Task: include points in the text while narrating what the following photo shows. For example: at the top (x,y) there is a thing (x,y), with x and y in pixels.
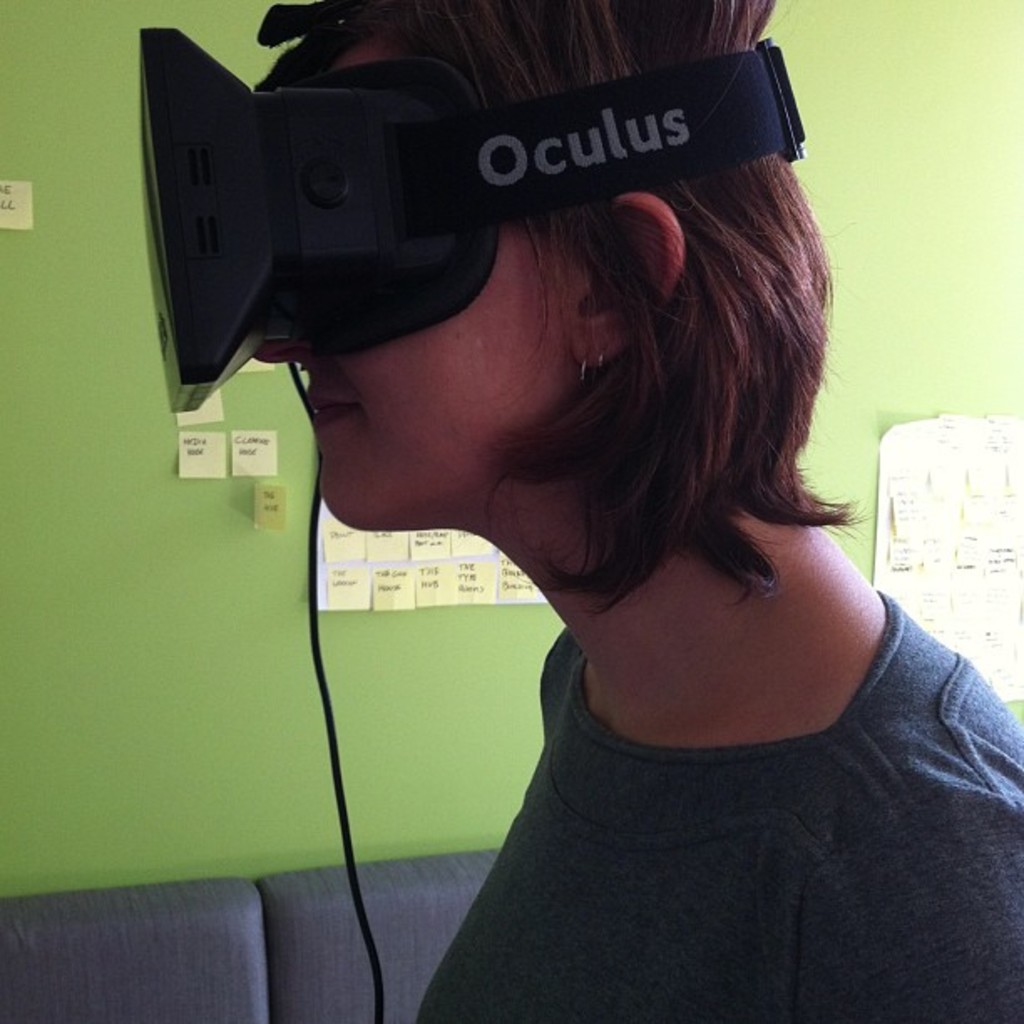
In the picture we can see a woman (603,950) standing and she is facing towards the left hand side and she has kept something like goggles (224,223) to her eyes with a belt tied around her head (336,358) and beside her we can see a part of the sofa (338,993) and behind it we can see a wall (962,331) which is green in color and some stickers (919,500) are pasted written something about it.
